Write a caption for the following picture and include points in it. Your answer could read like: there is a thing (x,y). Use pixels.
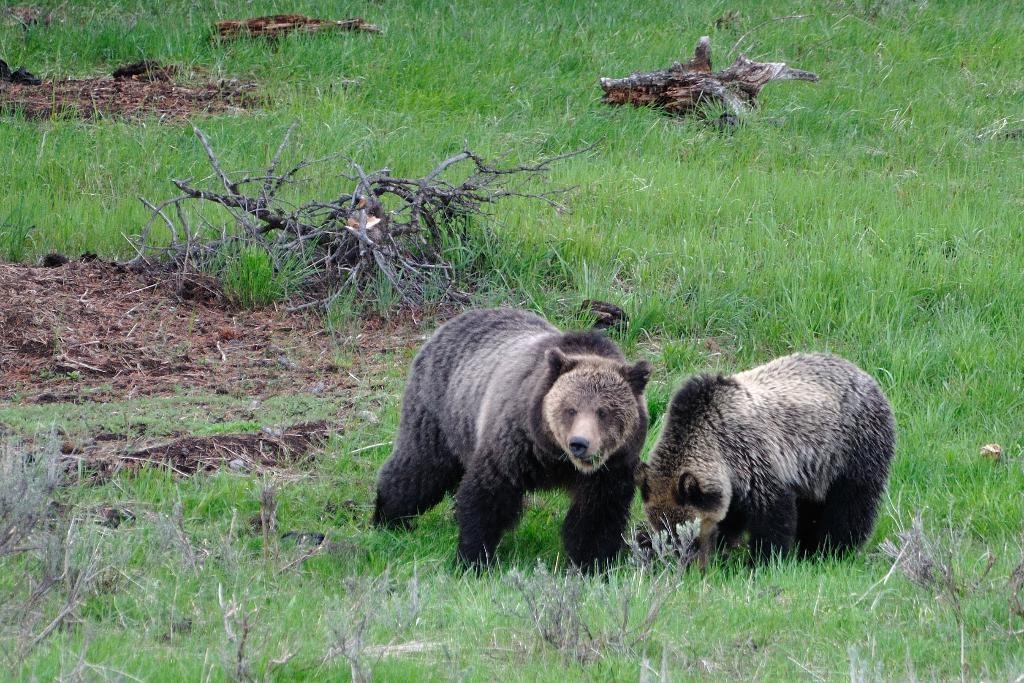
In this picture there is a view of the forest (351,376). In the front (740,539) there are two black and brown color bears (682,461). Behind there is a grass (709,114) and some tree trunks (625,101).
